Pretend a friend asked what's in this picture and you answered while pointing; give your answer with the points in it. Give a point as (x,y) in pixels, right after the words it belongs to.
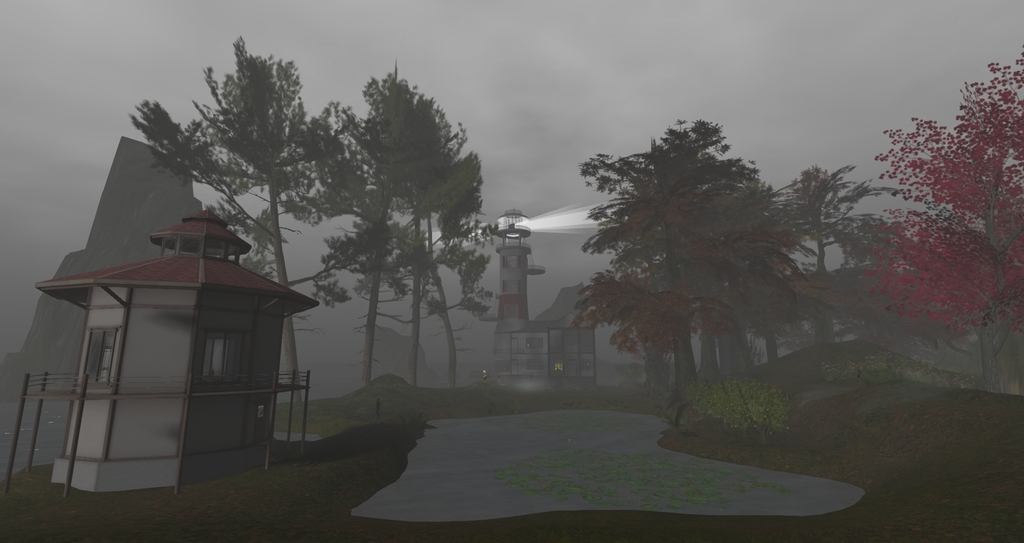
In this image there are towers (178,377), trees (677,336), plants (753,392) and the sky (716,83) is cloudy.
